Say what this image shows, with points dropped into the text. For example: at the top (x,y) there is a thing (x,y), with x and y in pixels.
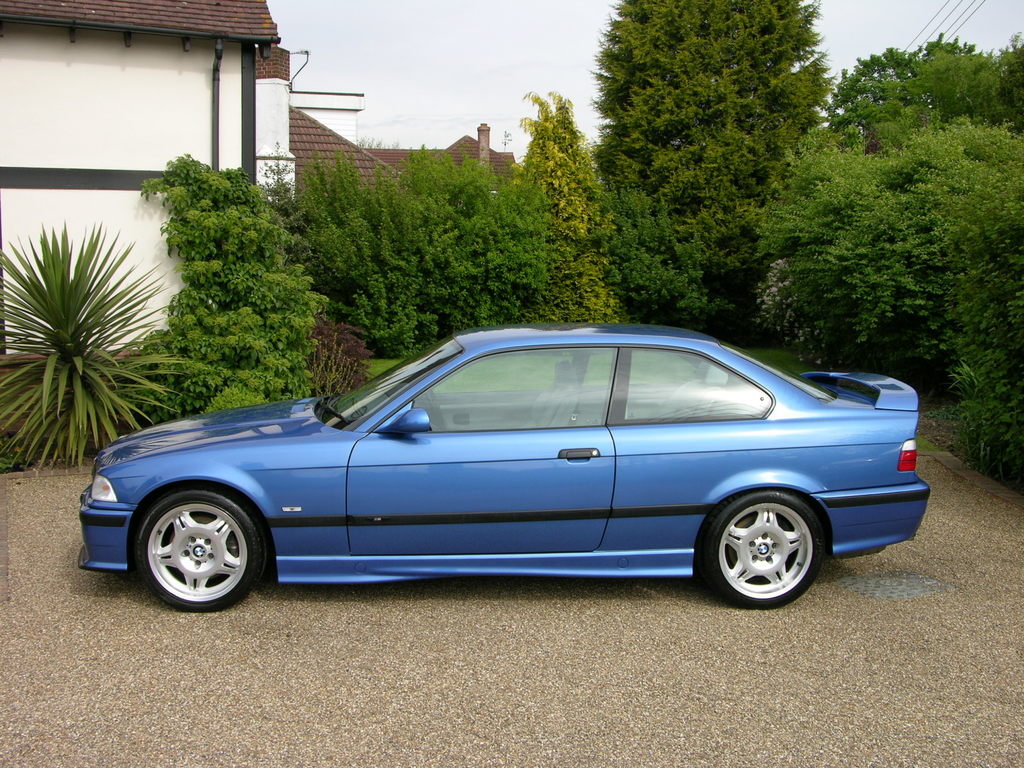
In the picture I can see a blue color car (525,484) on the ground (482,659). In the background (369,355) I can see trees (912,87), plants (194,234), wires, the sky (421,114), houses (179,283) and some other objects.
